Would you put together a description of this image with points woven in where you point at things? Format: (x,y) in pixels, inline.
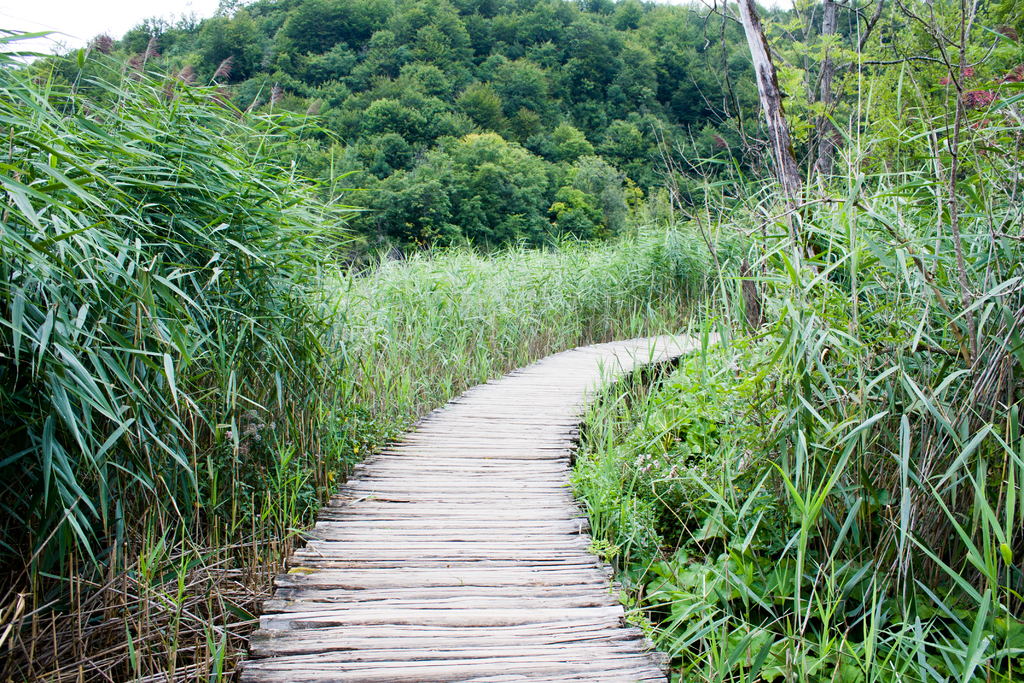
On the right (713,237) and left side of the picture (231,173) we can see trees (553,58) and plants (144,419). This is a path (487,499) in the middle (509,423).
